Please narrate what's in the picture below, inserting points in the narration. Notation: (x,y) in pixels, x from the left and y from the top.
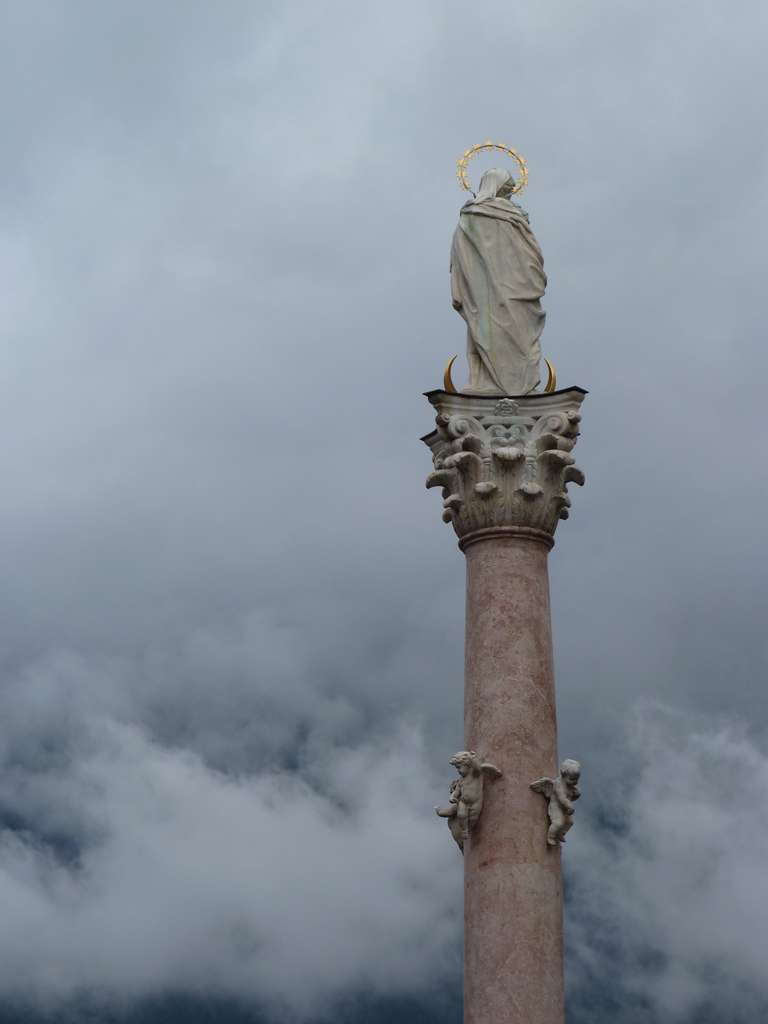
In this image I can see the statue (508,243) on the tower (505,549) and the statue (499,251) is in white color and I can see the white and gray color background (113,456).
